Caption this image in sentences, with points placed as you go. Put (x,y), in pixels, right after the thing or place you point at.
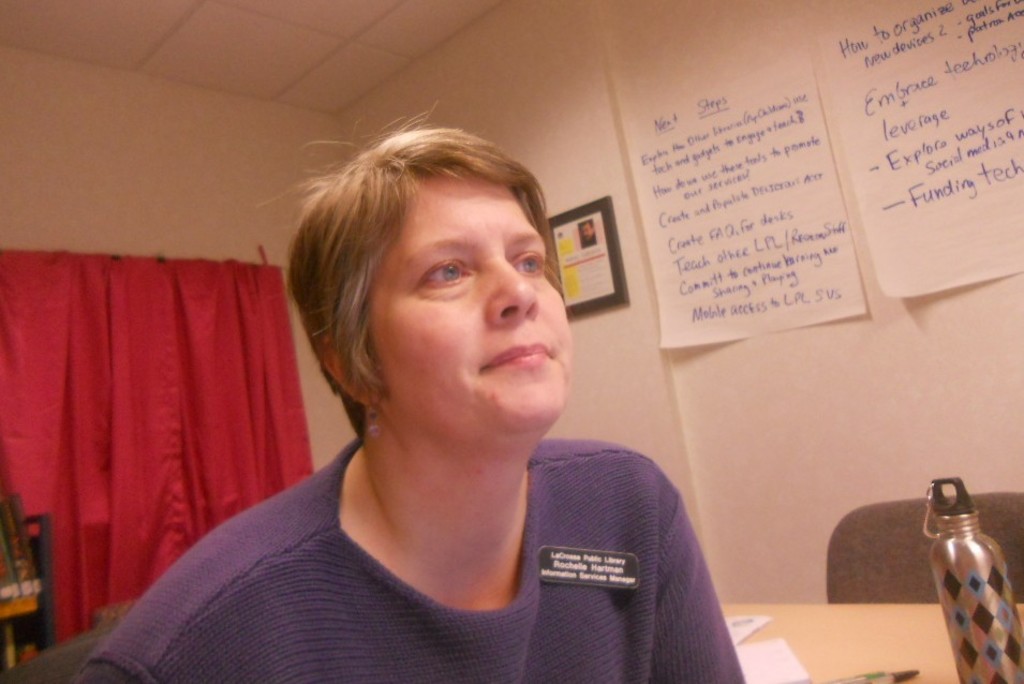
A woman (492,475) is looking at the right side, she wore a sweater (390,635). On the left side (174,372) there is a curtain (153,455). There is a water bottle (953,591) on the table (915,620).
